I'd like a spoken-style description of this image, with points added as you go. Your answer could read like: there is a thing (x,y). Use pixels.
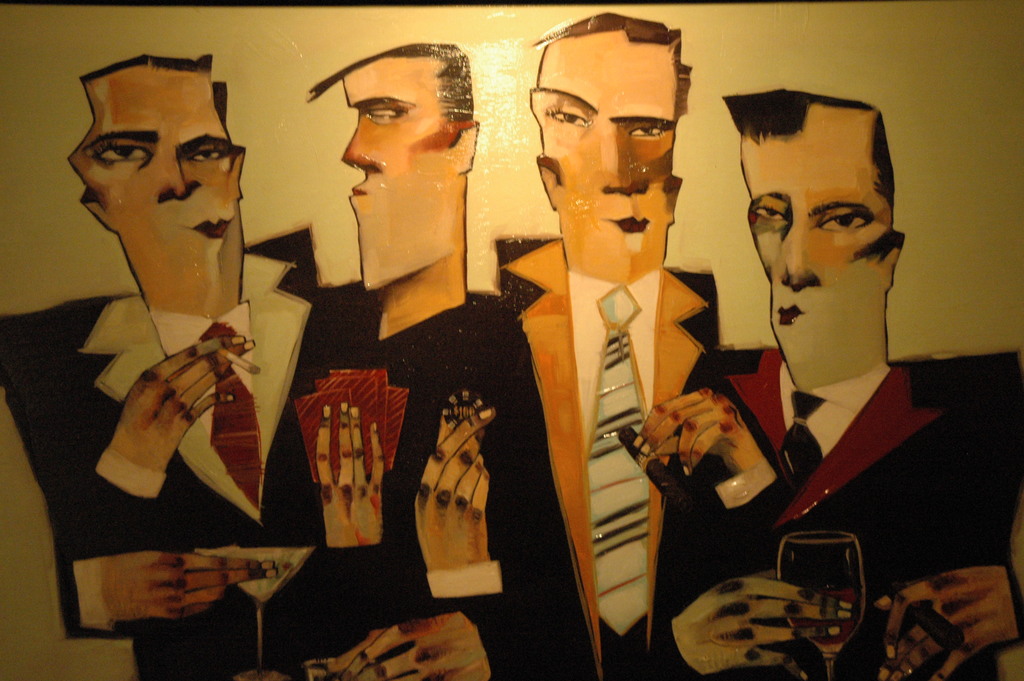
In this image I can see the painting (485,386) of four people (354,330) to the wall (846,64). The wall (868,68) is in yellow color and these people (202,492) are wearing the blazers (534,652). I can see two people (765,628) holding the glasses (784,574) and one person (347,501) with the cards (311,430) and another two (248,418) with the cigarettes (652,464).
